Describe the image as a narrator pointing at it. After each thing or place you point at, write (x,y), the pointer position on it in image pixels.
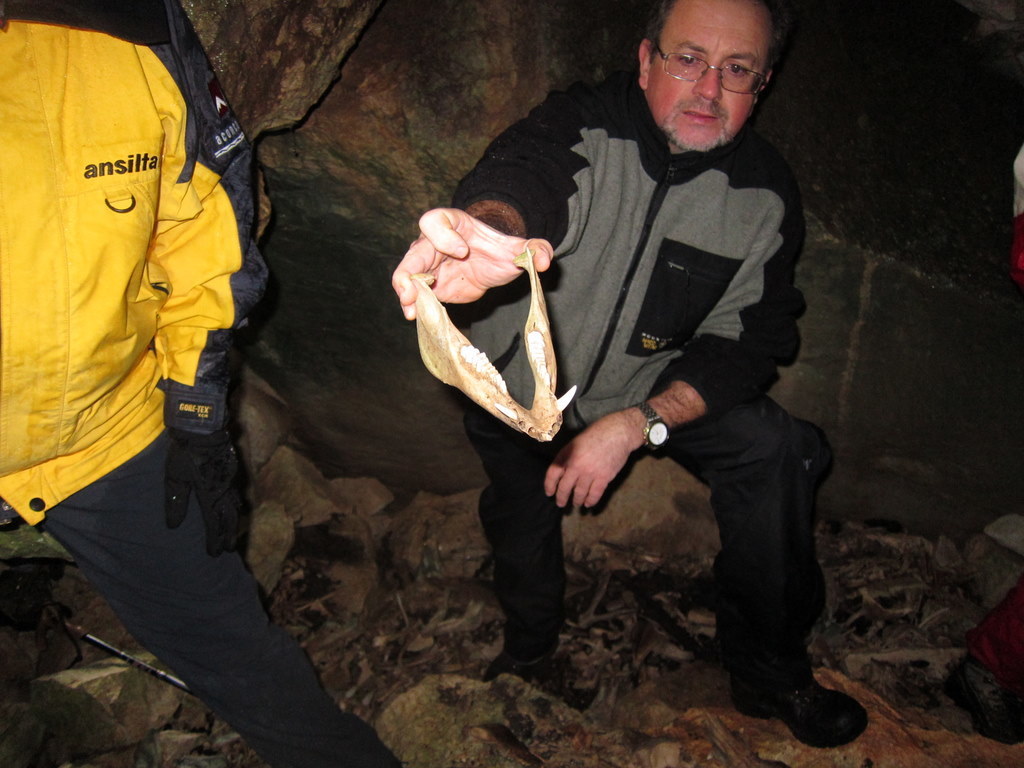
In the center of the image (560,480) there is a person (560,556) holding a object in his hand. To the left side of the image (18,187) there is a person (186,498) wearing yellow color jacket (189,289). At the bottom of the image (591,711) there are rocks (779,733). In the background of the image (920,86) there is a rock (807,94).
